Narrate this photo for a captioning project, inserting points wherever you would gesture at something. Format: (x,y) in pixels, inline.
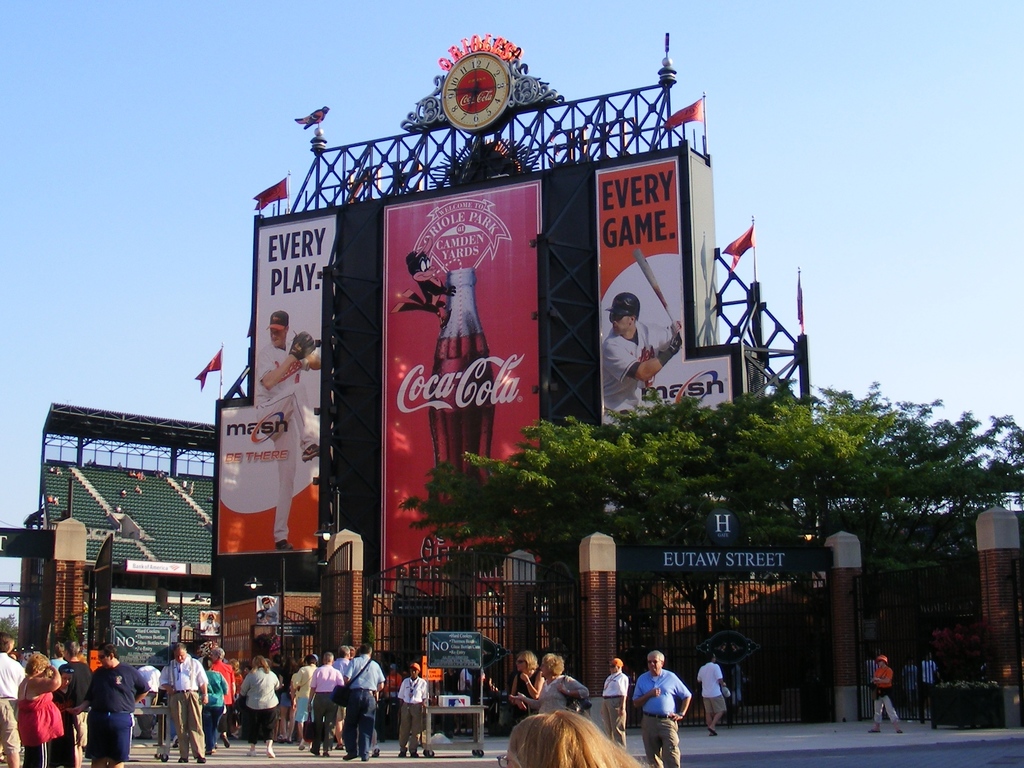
This image is clicked on the road (252,765). There are many people (269,700) standing on the road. Behind them there is a railing (816,624). There is a board (692,557) with text (692,562) on the railing (881,619). In the background (639,371) there is a hoarding (638,405). There are pictures (620,351) and text (315,256) on the hoarding (515,323). At the top of the hoarding (428,248) there is a clock (486,95). In front of the hoarding (615,331) there is a tree (694,490). To the left (130,509) there are seats (162,510). It seems to be a stadium (124,527). At the top (535,40) there is the sky (757,103).
